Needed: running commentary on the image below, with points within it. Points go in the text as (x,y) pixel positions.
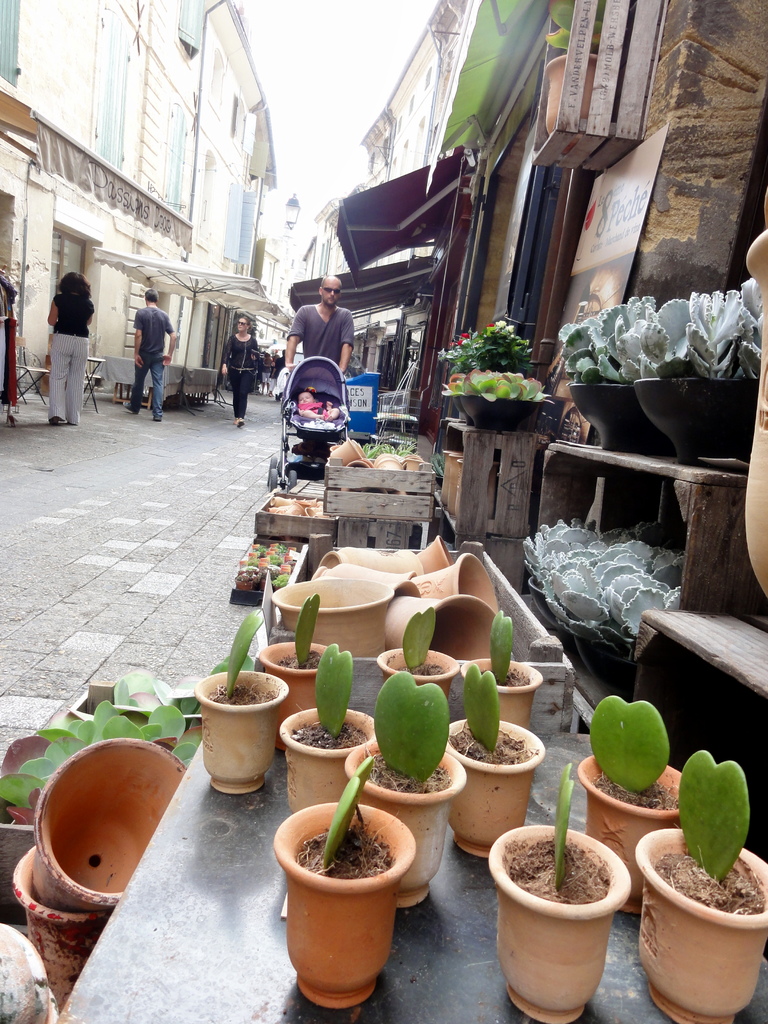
In this image I can see few plants (560,886) in pots (597,937). In the background (755,348) I can see few more plants (753,361) in pots (699,412). I can also see number of buildings (96,43) and I can see few people (154,297) are standing.
